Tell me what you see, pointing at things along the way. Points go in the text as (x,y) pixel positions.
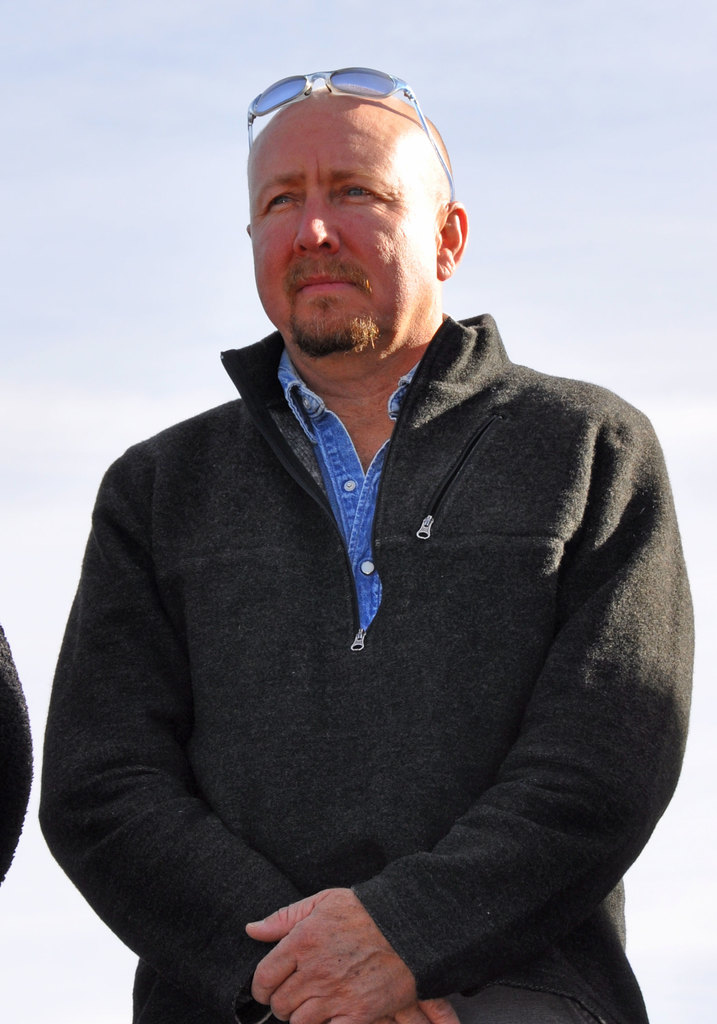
In the center of the image (315,518), we can see a person (384,709) standing and wearing a coat (349,784) and glasses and we can see another person (8,688). In the background (453,135), there is sky (562,223).
